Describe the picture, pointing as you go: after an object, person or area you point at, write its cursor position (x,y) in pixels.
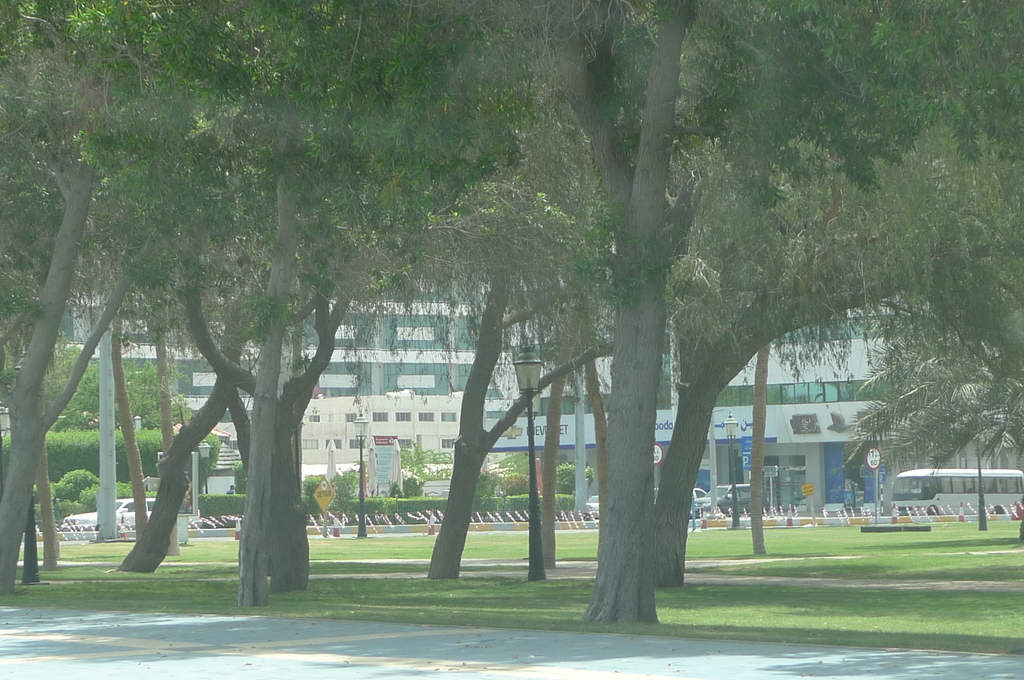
In this image we can see a group of trees (460,450), some grass (908,603) and street poles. On the backside (476,519) we can see a fence (476,519), sign boards (878,463), some vehicles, plants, a banner (389,471), traffic poles (429,525) and a building (537,431) with windows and a name board (658,429).
